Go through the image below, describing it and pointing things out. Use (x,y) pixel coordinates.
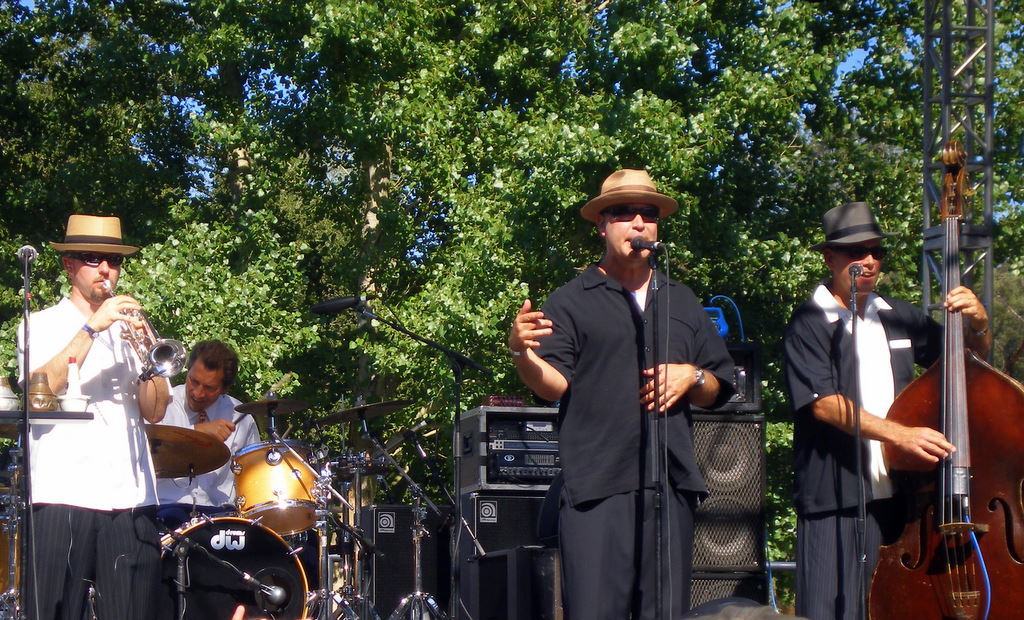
In this picture we can see four people (214,421) performing, the man (832,444) on the right side of the picture (873,356) is playing a double bass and the man (637,396) beside him is speaking something on microphone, the man (147,511) on the left most of the image (70,440) is playing a musical instrument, in the background (208,381) the man (206,408) is playing drums (253,406), we can see some speakers (734,490) in the background (542,493) and an amplifier (531,463) here, there are some trees (455,157) in the background (453,142) and we can see a pole (967,176) here.
